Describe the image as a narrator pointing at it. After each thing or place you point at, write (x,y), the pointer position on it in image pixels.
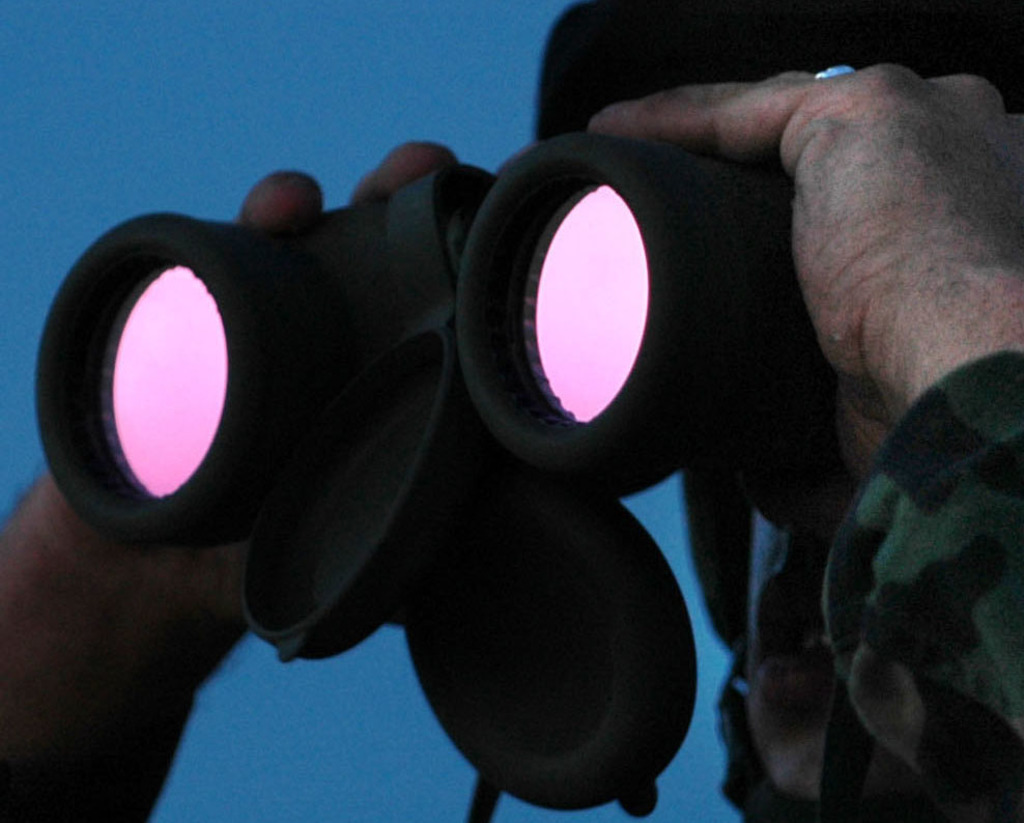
In this image I can see hands (802,266) of a person (970,245) is holding a binocular (414,442). I can also see blue color in the background (370,787).
